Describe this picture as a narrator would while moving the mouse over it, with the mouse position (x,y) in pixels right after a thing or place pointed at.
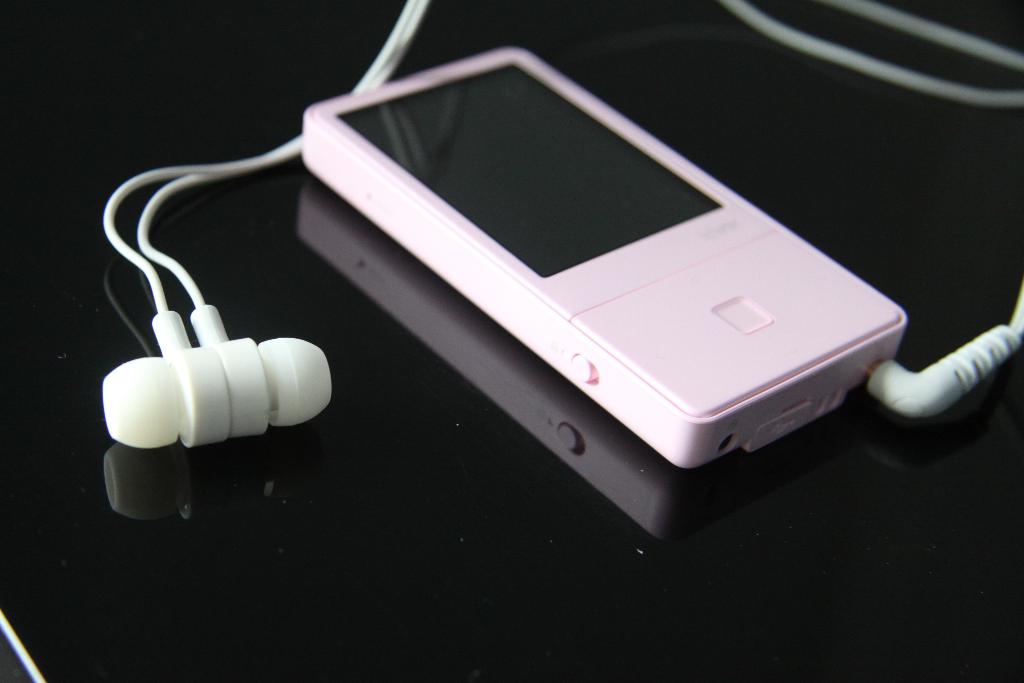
In this picture we can see a pink iPod (736,408) with white earphones (322,359) kept on a black surface (181,469).
